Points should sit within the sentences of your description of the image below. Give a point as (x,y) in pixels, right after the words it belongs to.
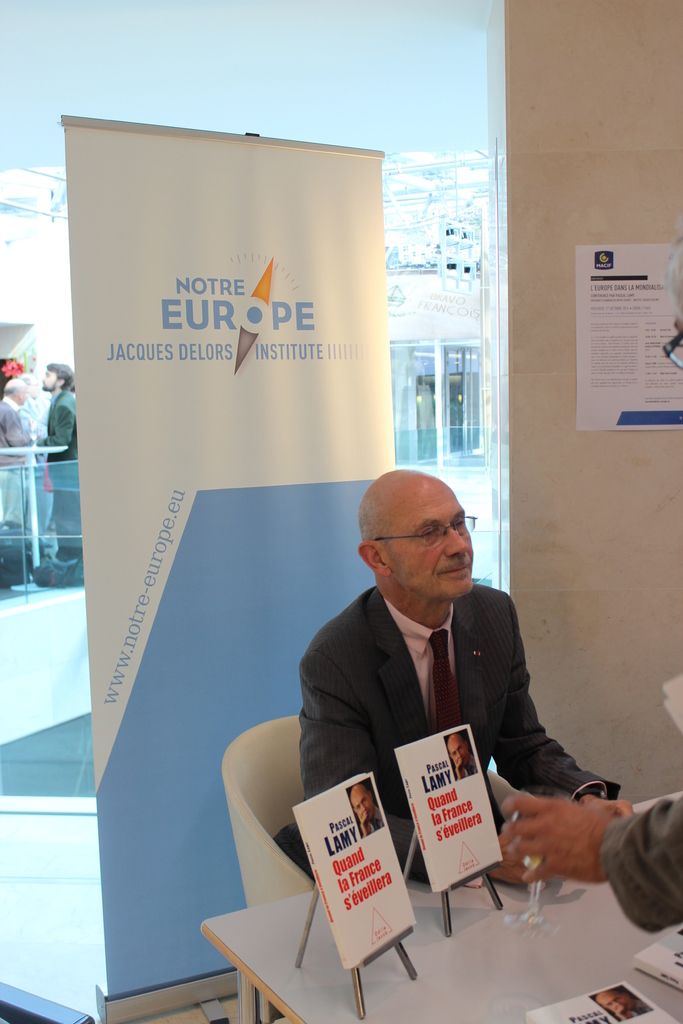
In this picture I can see a man (348,617) in front (342,678) who is sitting on a chair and I see that he is wearing formal dress (345,654) and I can see a table (251,969) in front of him on which there are boards (473,843) and I see something is written on it. On the right side of this picture (671,351) I can see another man (653,855). Behind him I can see the wall (527,43), a banner (151,525) on which there is something written and I can see the glass (7,525). Through the glass (37,523) I can see few people (55,420).
